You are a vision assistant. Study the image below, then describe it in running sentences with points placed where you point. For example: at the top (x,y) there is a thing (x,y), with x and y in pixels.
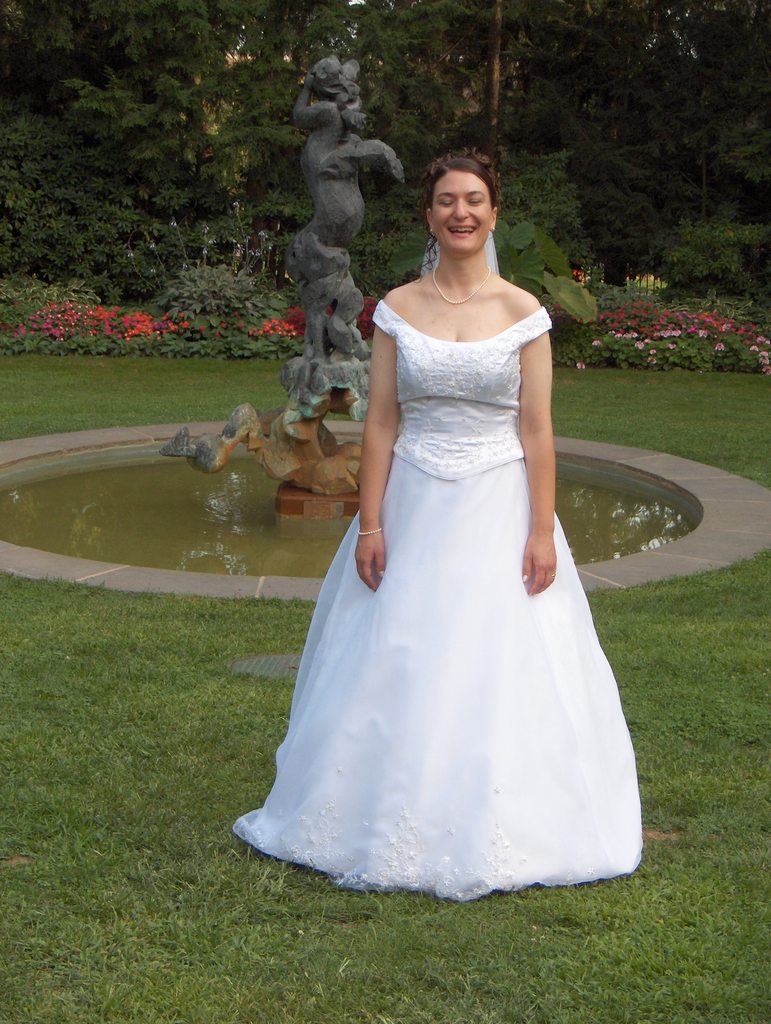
In this image, there is an outside view. There is a person (480,420) in the middle of the image (480,420) wearing clothes (430,441) and standing in front of the fountain (321,366). In the background (169,322), there are some plants (688,220) and trees (619,79).
